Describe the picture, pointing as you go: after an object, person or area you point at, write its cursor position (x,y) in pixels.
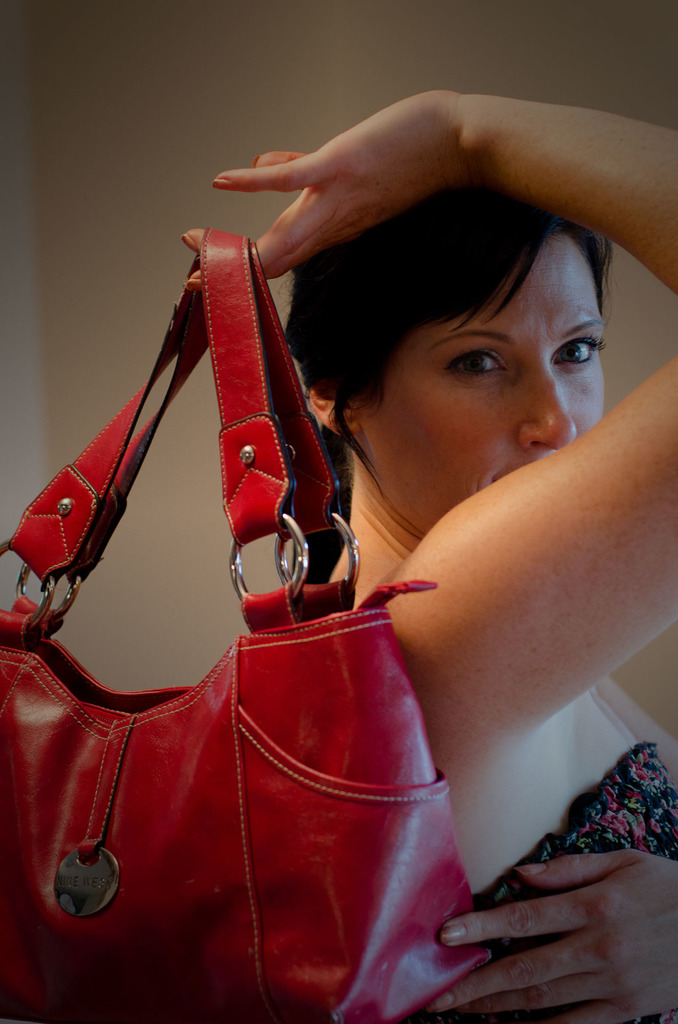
In this picture there is a woman (531,627) holding a shiny red handbag (285,605) in her hand (282,256). She is wearing black dress (592,846). In the background (101,250) there is wall (116,226).
